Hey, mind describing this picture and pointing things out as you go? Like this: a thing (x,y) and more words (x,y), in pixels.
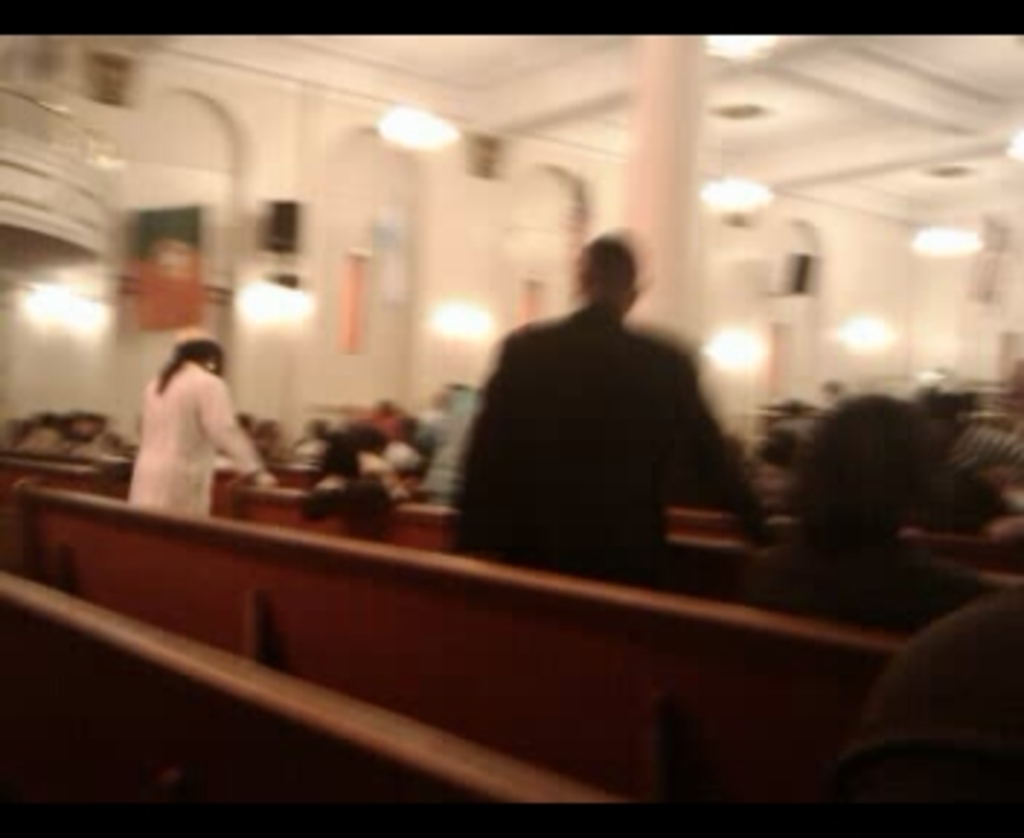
In this picture I can see couple of them (201,479) are standing and few people (975,660) are sitting on the benches (132,557) and I can see few lights (713,188) on the ceiling (598,52) and I can see blurry background (868,180).
